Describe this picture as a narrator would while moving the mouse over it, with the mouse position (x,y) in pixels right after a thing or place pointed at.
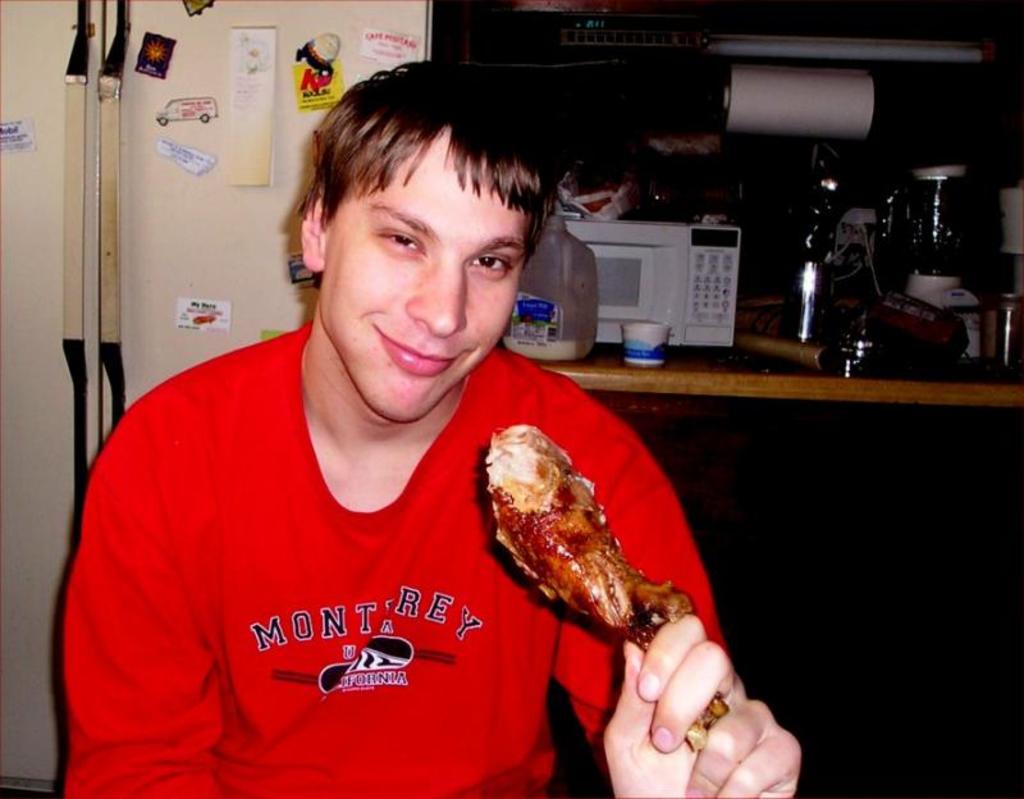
In the image we can see there is a person (414,494) sitting on chair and he is holding leg piece of meat (583,572) in his hand (653,689). There is an oven (630,278) and mixer grinder (951,278) at the back (965,297). Behind there is a refrigerator (195,195).
